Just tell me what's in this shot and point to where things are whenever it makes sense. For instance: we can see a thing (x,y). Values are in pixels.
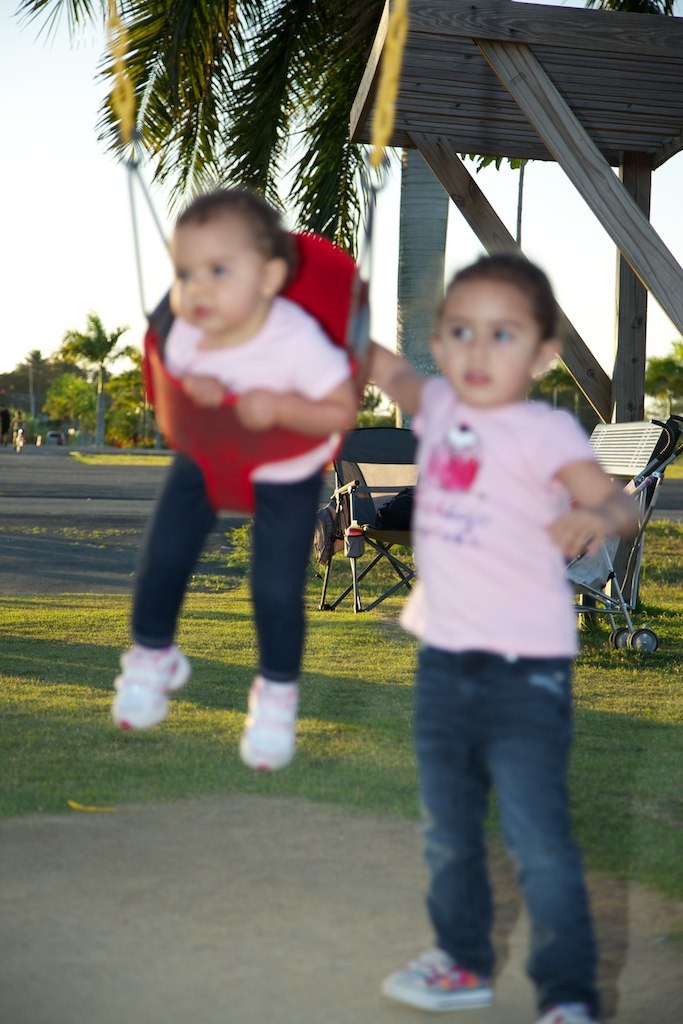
In this picture we can see two children (196,363), child (293,539) sitting on a hanging chair (222,445) and this child (244,264) is in the air. In the background (613,453) we can see two chairs (620,461) on the grass (346,674), trees (355,18), some objects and the sky (88,213).
